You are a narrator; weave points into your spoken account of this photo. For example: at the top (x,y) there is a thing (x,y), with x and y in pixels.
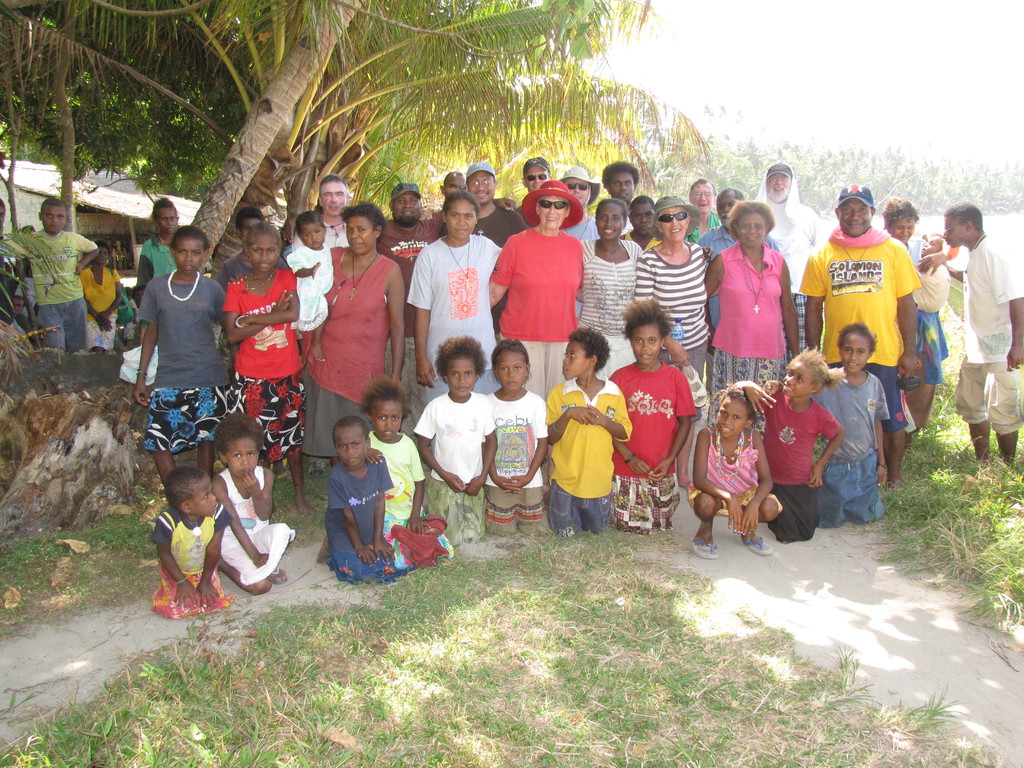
There are group of people (601,381) on the ground (965,483). Here we can see grass (623,744), hut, and trees (897,153).
